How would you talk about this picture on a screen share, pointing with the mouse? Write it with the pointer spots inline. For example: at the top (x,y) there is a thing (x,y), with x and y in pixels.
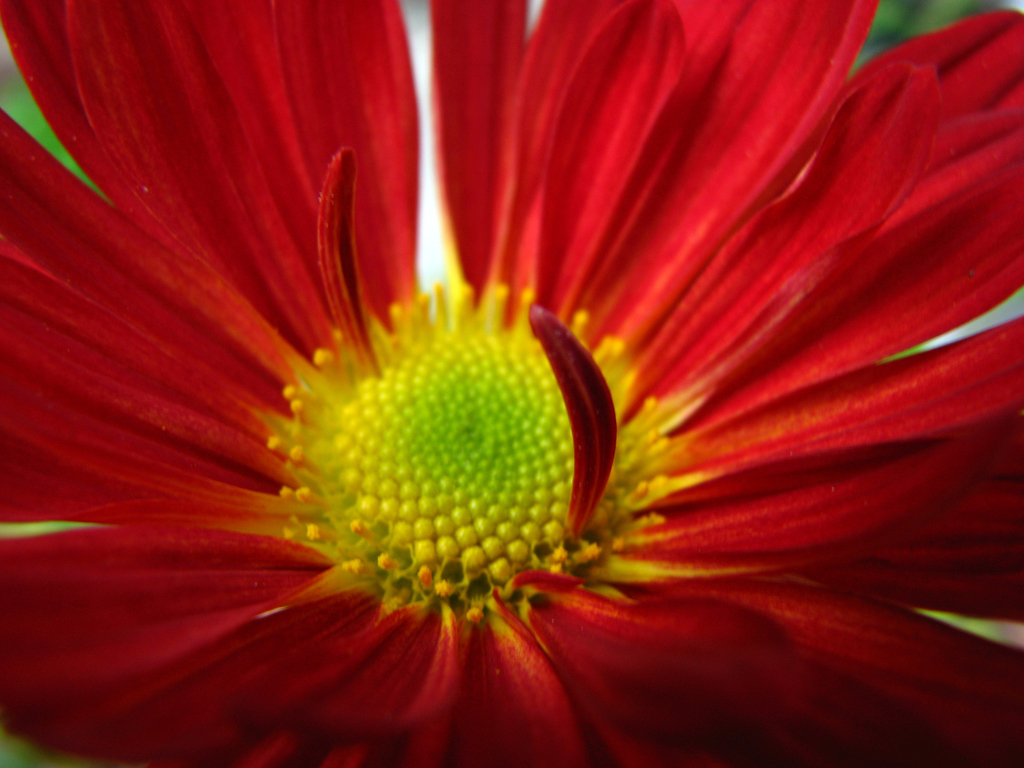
The picture consists of a red color flower (401,272). In the background (40,116) there is greenery (895,43).
